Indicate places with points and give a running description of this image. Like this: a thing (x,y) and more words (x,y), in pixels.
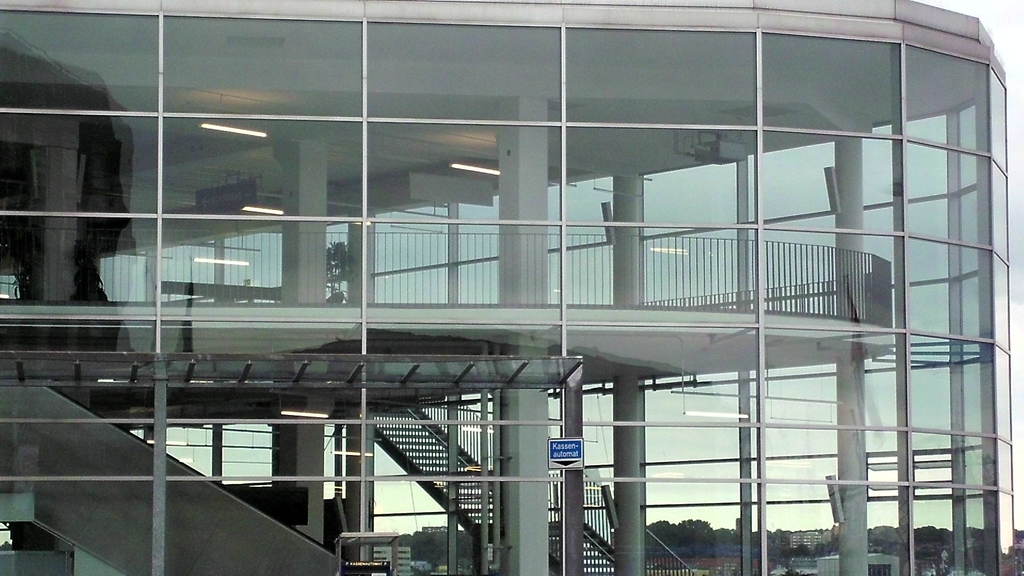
On the left side of the image (140,508) we can see a glass building (157,571) and escalator (172,559). In the middle of this image (614,275) we can see a glass building (504,512), steps (597,571) and a plant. On the right side of the image (893,308) we can see a glass building (752,545) and some trees (951,552).
